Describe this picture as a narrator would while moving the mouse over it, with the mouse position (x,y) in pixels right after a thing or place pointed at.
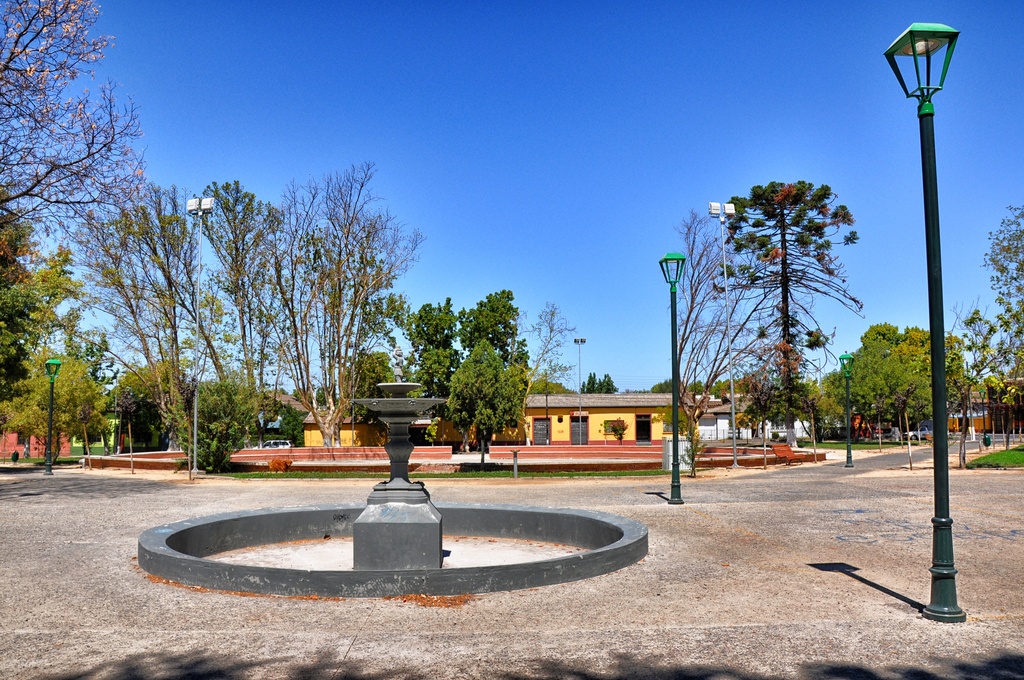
In the picture we can see a path (180,516), in the middle of the path (204,598) we can see a fountain (197,562) and beside it, we can see two poles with lamps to it and in the background (11,476), we can see a path (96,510) with full of trees (208,460) and behind it we can see a house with doors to it and behind it also we can see some trees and sky (598,180).
